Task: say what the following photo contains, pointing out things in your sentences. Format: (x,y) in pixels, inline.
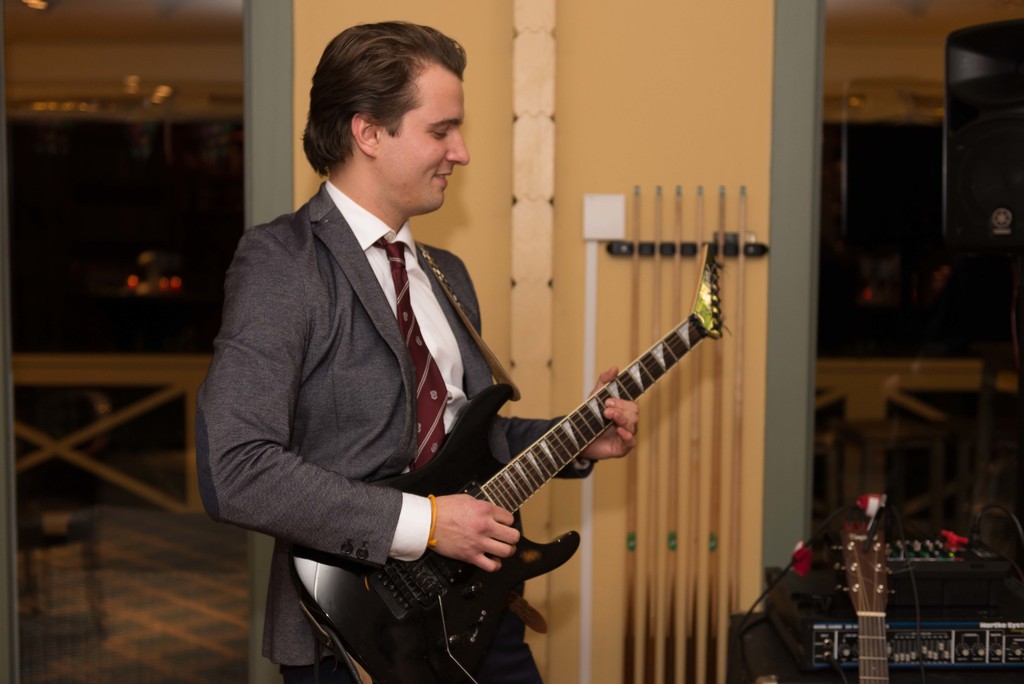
In this picture there is man (343,445) playing a guitar (393,577) in his hands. He is smiling. In the background (536,395) there is a wall (506,280) and some snooker sticks (658,292) placed here.
